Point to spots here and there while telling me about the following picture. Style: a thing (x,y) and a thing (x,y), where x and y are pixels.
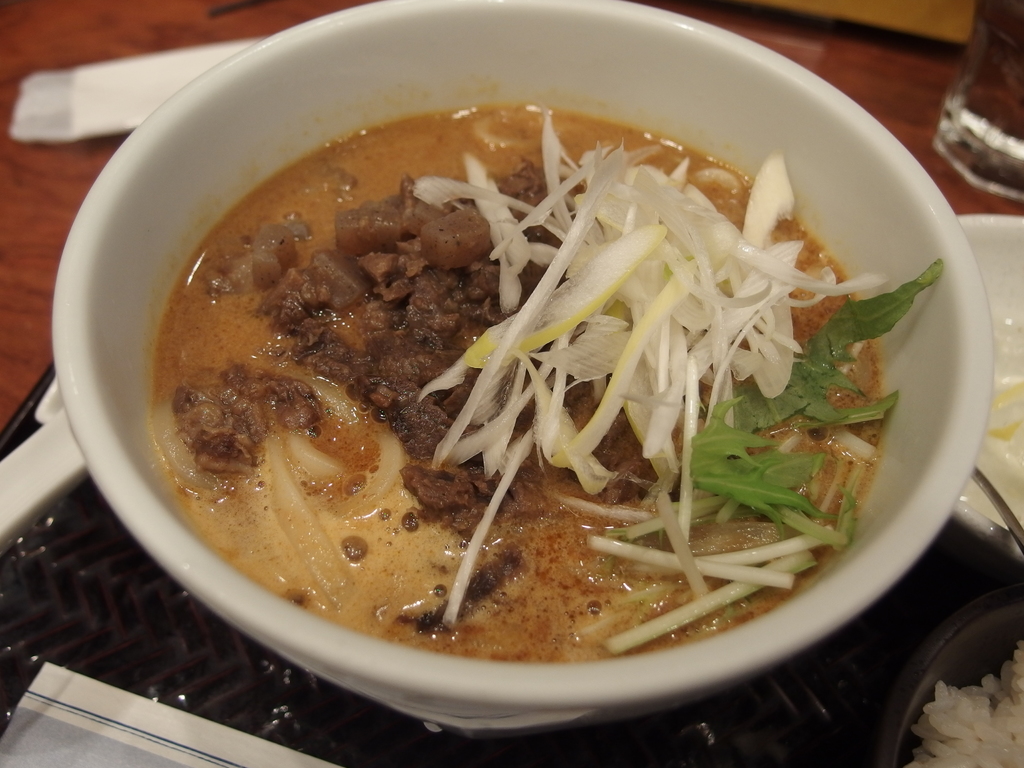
This picture shows a bowl (689,681) and we see some food (713,355) in it and we see a glass (945,142) and a tray (93,648) on the table (901,38).
